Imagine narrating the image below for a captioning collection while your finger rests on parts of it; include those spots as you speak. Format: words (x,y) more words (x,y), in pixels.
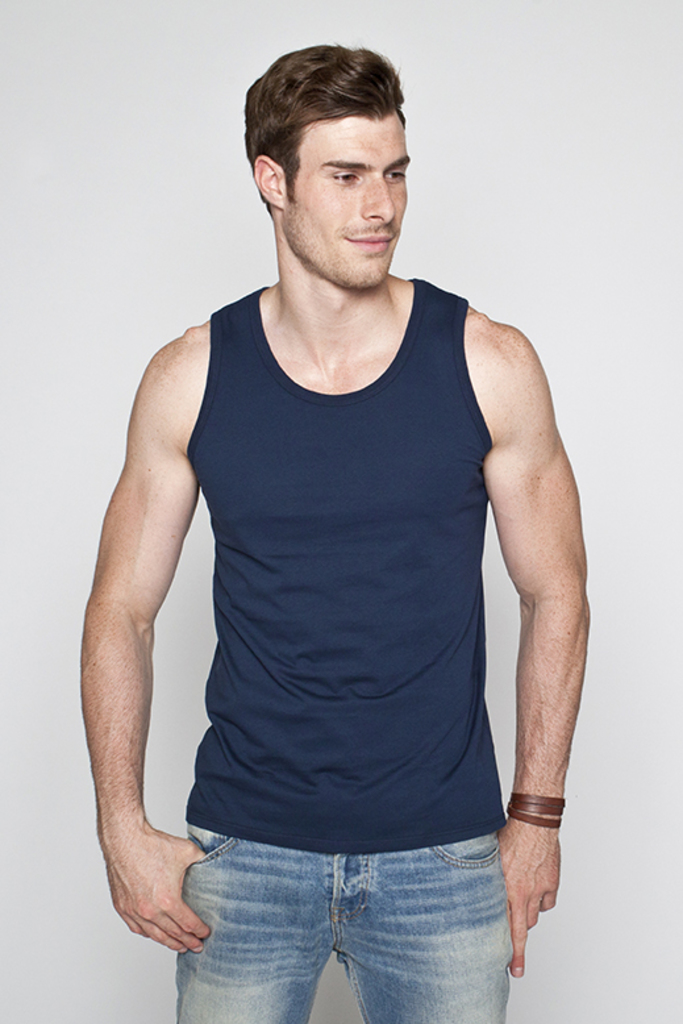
In this image in the center (282,523) there is one man (217,543) standing, and there is a white background (178,213) and he is wearing jeans (375,908).
